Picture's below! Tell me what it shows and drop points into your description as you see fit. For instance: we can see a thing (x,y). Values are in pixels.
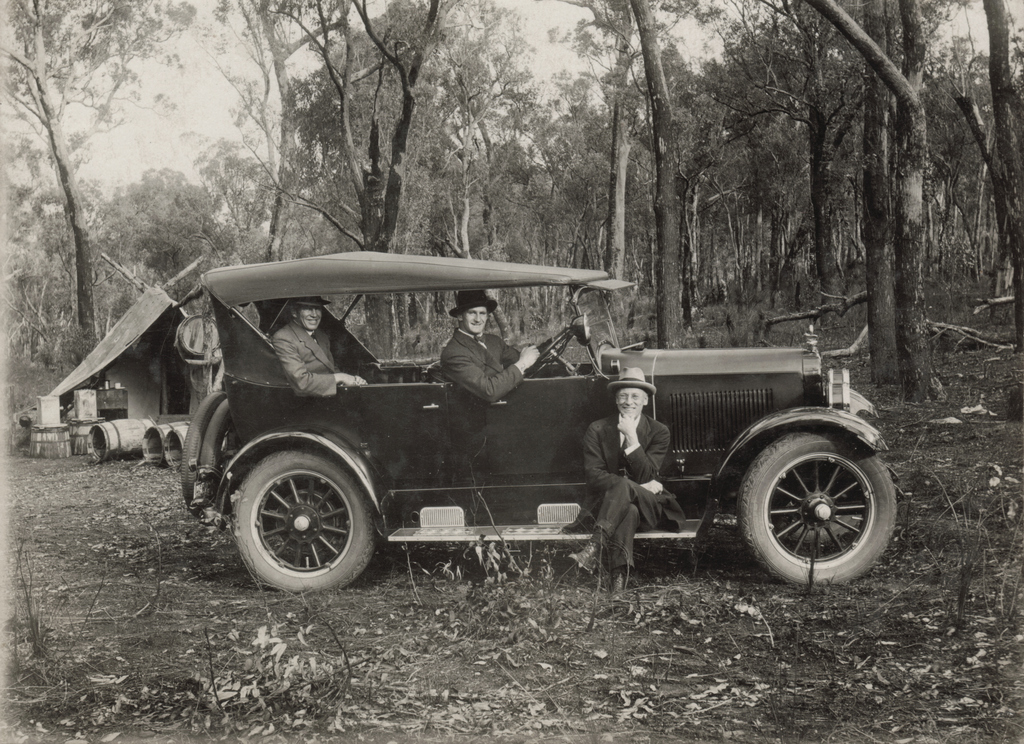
This is the picture of a black and white image and we can see a vehicle (525,497) and there are three people (512,367) sitting and posing for a photo. We can see a tent (156,300) with barrels (137,436) and some other objects (79,394) and there are some trees (790,155) and dry leaves (336,676) on the ground (980,380).
